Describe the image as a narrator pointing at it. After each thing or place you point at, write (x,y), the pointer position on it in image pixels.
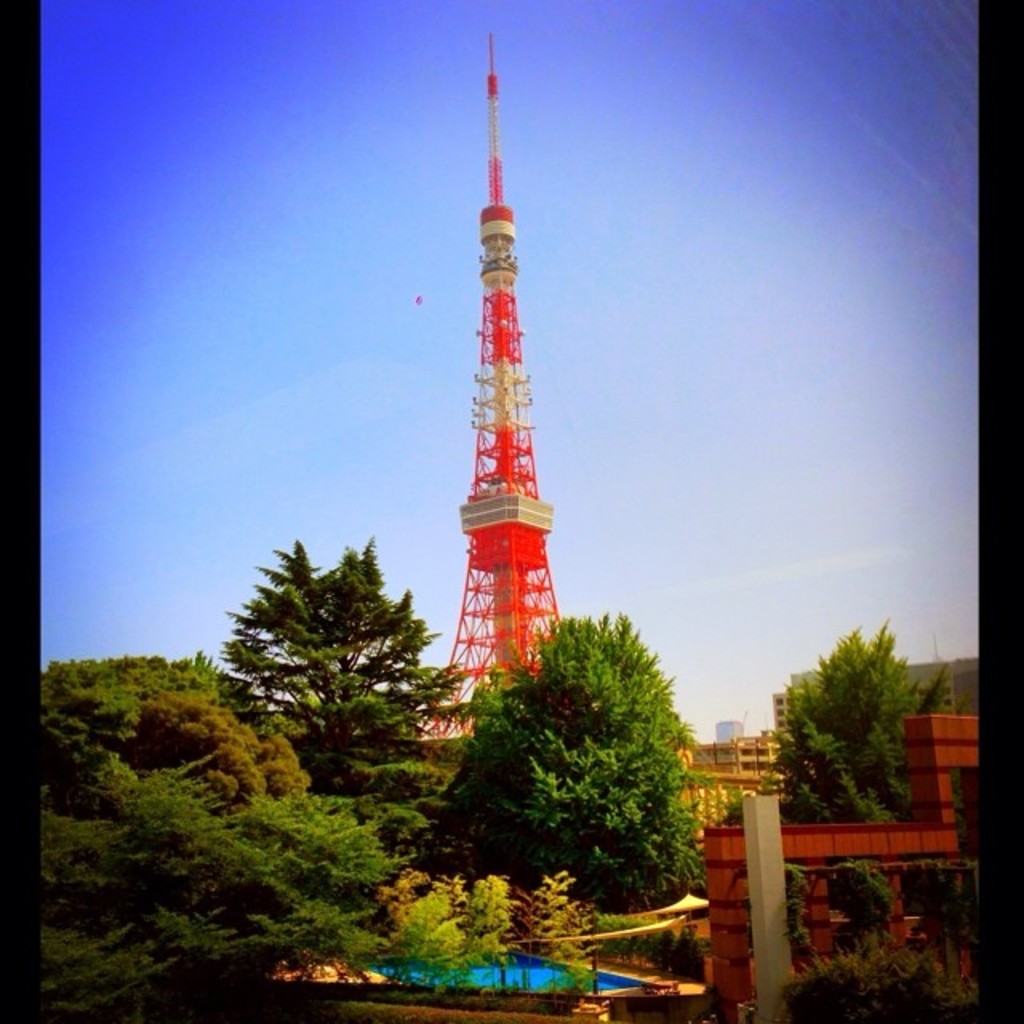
Here there is a tower (509,547), here there are trees (624,827), this is water (519,962) and a sky (550,325).
